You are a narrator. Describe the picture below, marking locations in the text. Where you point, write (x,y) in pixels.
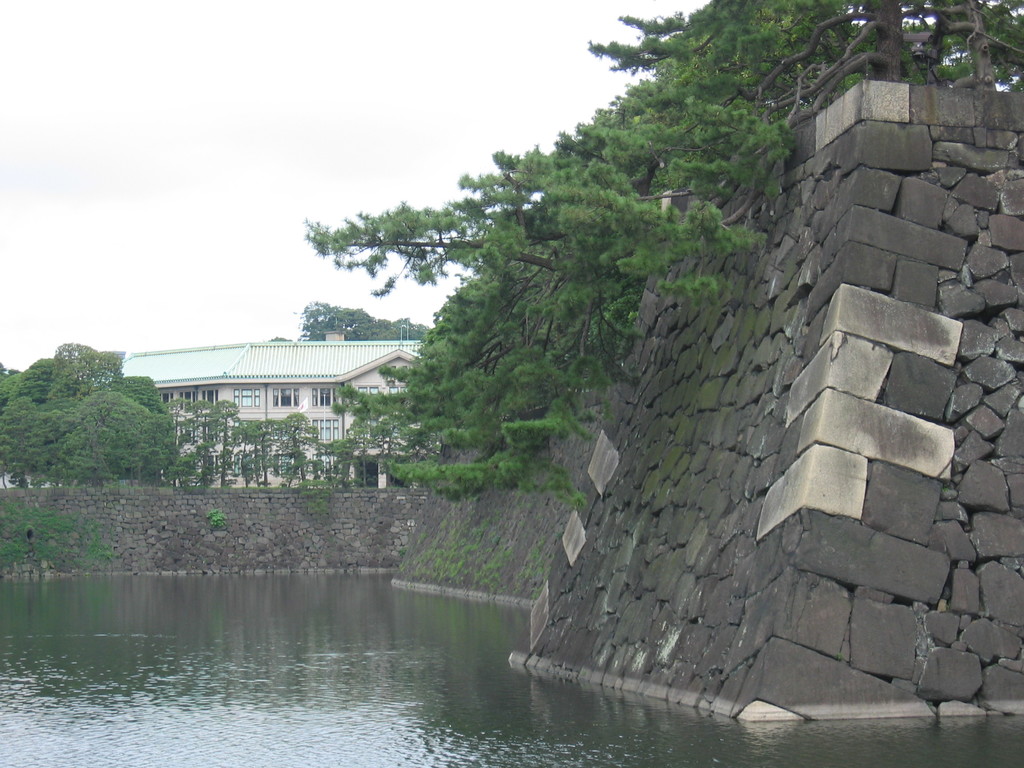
In this image we can see wall (371,494), trees (462,334), there is a house (332,427), windows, also we can see the sky (299,106).
